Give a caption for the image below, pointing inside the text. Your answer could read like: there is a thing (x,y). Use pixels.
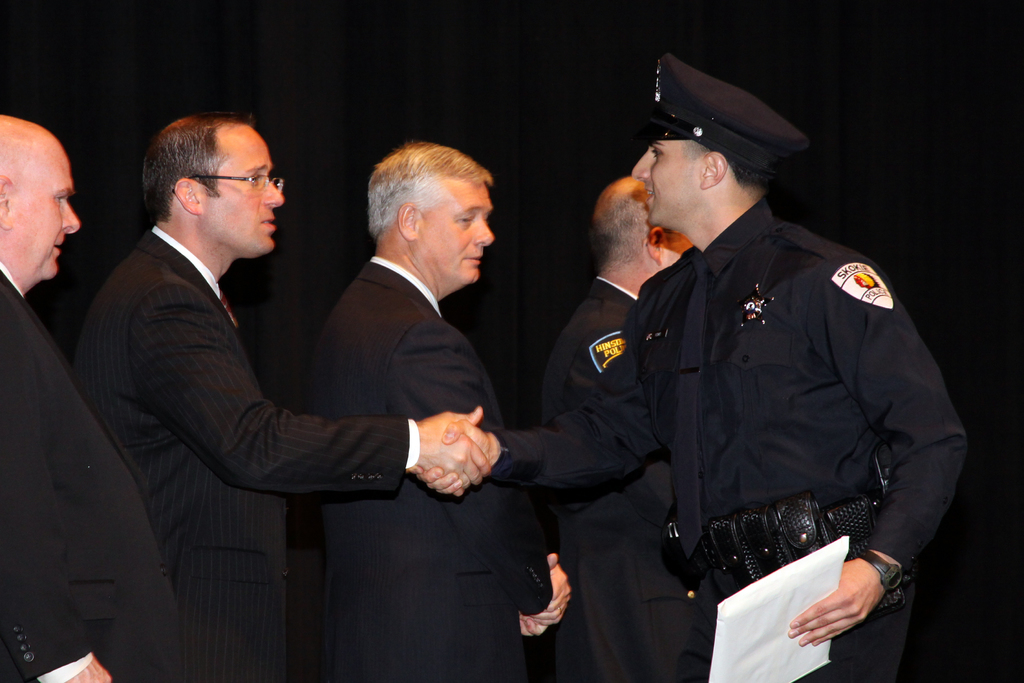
In this image there are four people (99,353) standing in a line, in-front of them there is another man (774,558) wearing uniform (774,558) is standing and holding paper (804,578) is giving shake to one of them.
